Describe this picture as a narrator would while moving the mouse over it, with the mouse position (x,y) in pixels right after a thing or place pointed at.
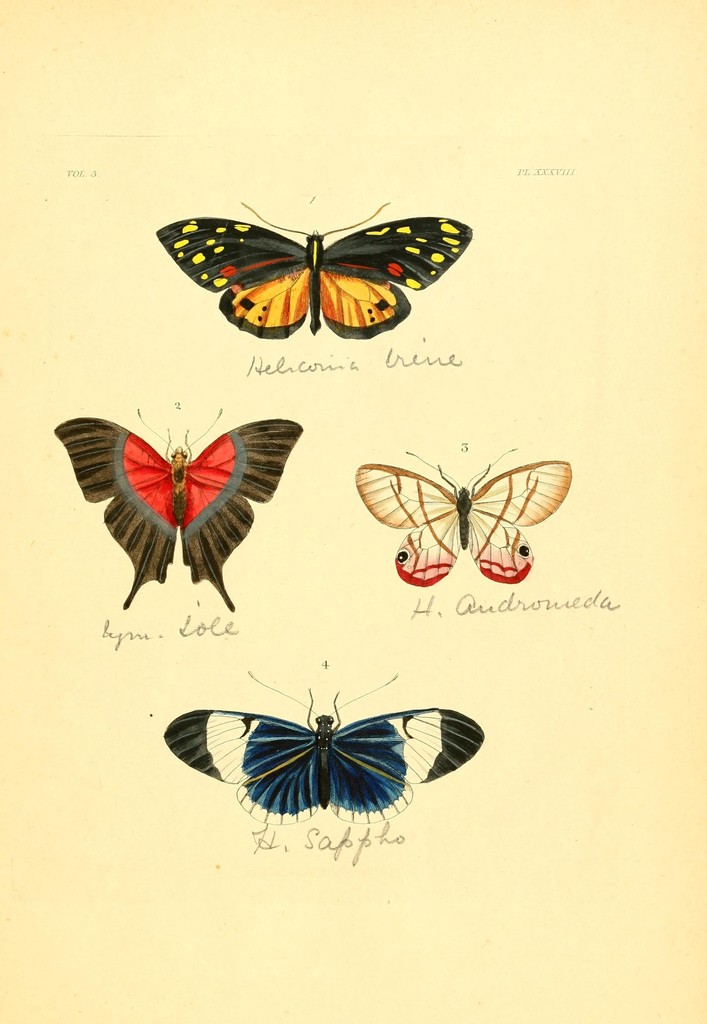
In this image we can see a picture of some butterflies (354,308) and some text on it.
